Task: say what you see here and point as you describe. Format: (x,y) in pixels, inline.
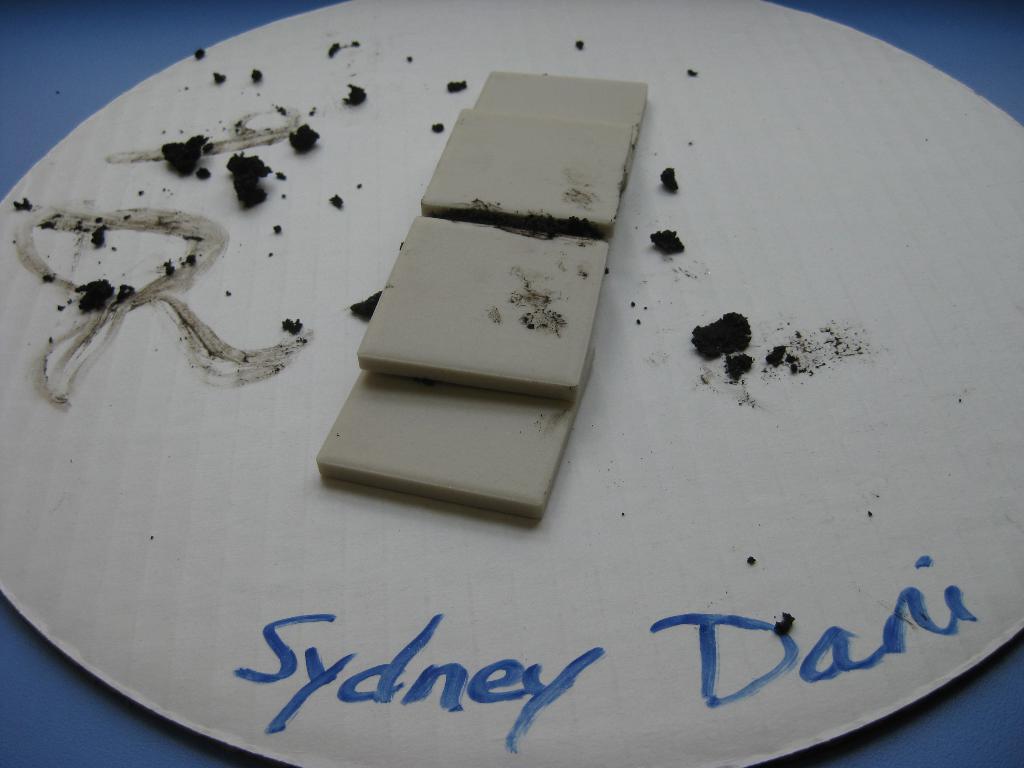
In this image we can see one plate (650,276). And we can see some objects (468,341) are placed. And at the bottom (519,661) some text (708,663) is written on it.
